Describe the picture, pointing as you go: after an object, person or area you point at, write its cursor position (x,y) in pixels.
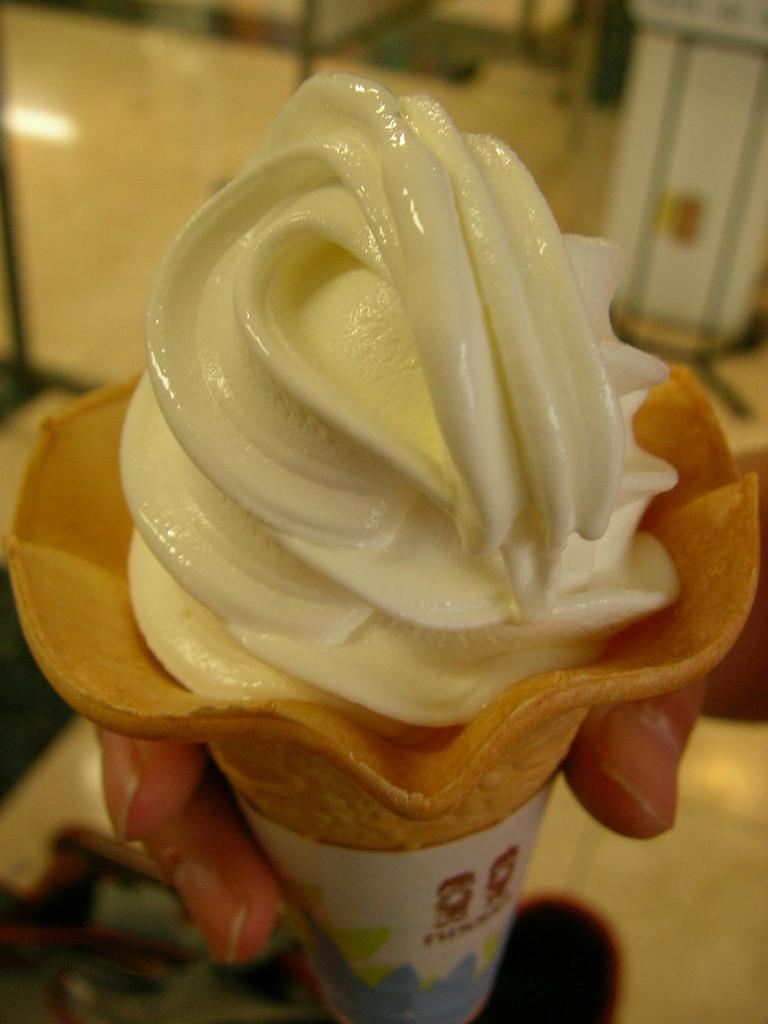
In this picture I can see a person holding an ice cream (339,159), and in the background (658,174) there are some objects (676,52).
